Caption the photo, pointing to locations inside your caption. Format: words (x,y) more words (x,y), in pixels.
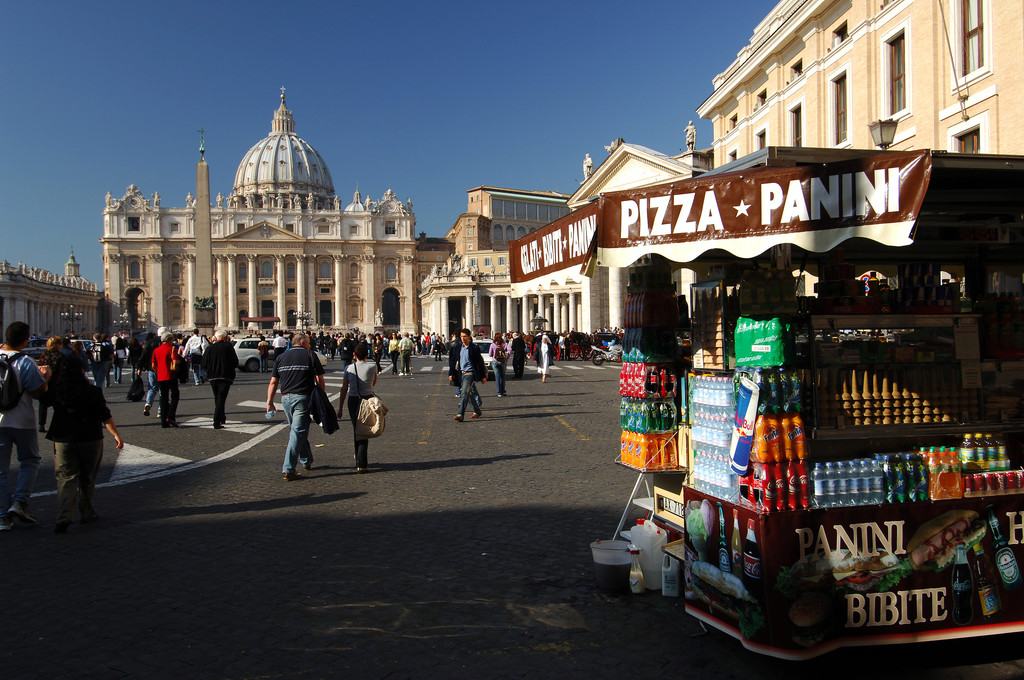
In the given image I can see a church (294,232), buildings (920,7), people (201,337), vehicles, store (682,353) with some food items (833,485) and in the background (352,91) I can see the sky (153,116).
